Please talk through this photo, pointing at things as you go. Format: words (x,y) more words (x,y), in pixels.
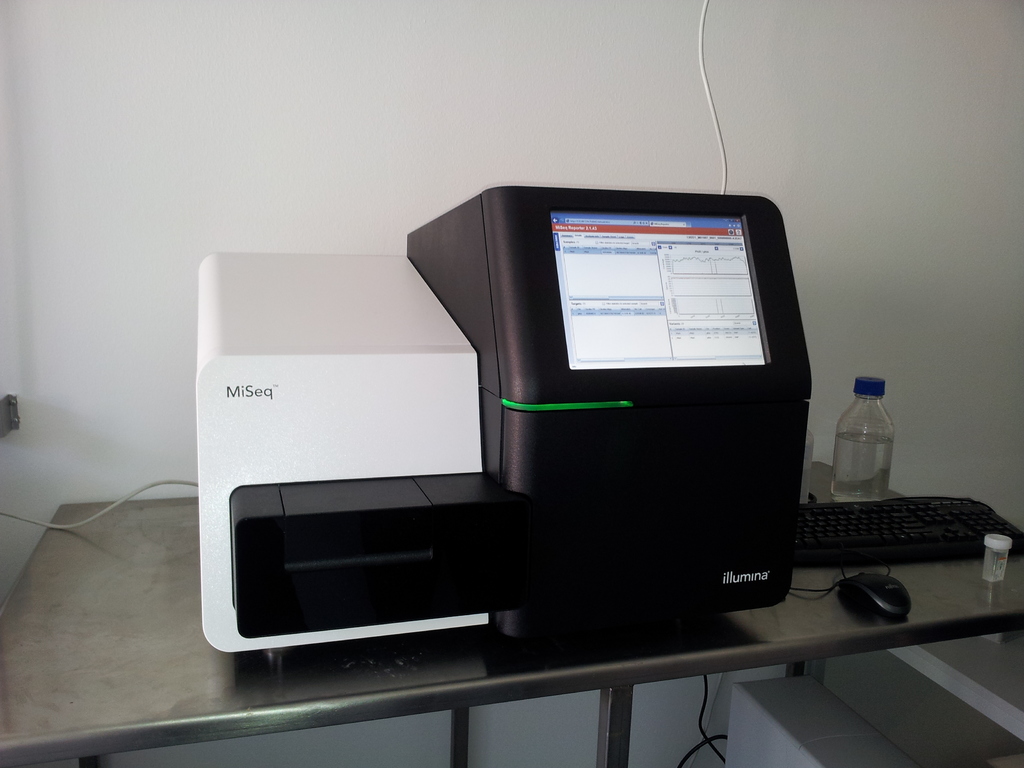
In this picture we can see a machine (752,486), bottle (843,464), keyboard (820,553) and a mouse (878,577) on the table (799,602), and also we can see a wall (865,171).
